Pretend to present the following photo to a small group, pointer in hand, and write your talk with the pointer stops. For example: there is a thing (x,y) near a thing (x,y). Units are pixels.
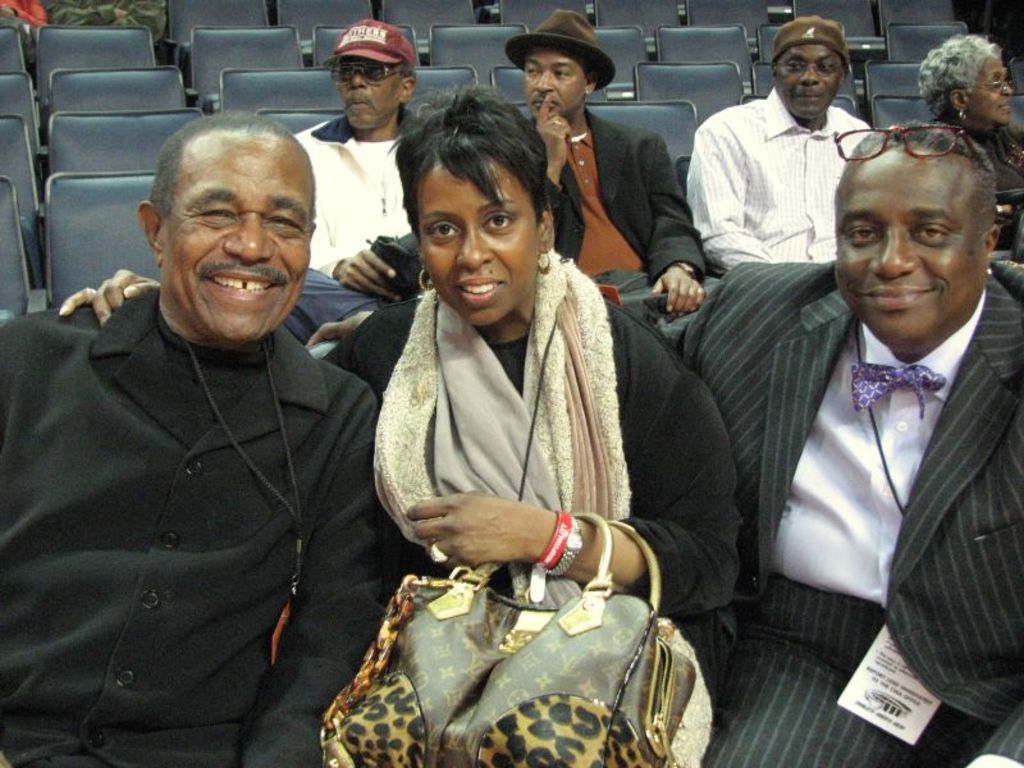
In the image there are few persons (434,363) sitting on chairs (434,81), this seems to be clicked in conference hall (260,21), in the front (462,485) there is a woman (505,394) sitting in between two men (179,515) in coats (159,502), she is having a scarf (578,401) and holding a handbag (583,678).
